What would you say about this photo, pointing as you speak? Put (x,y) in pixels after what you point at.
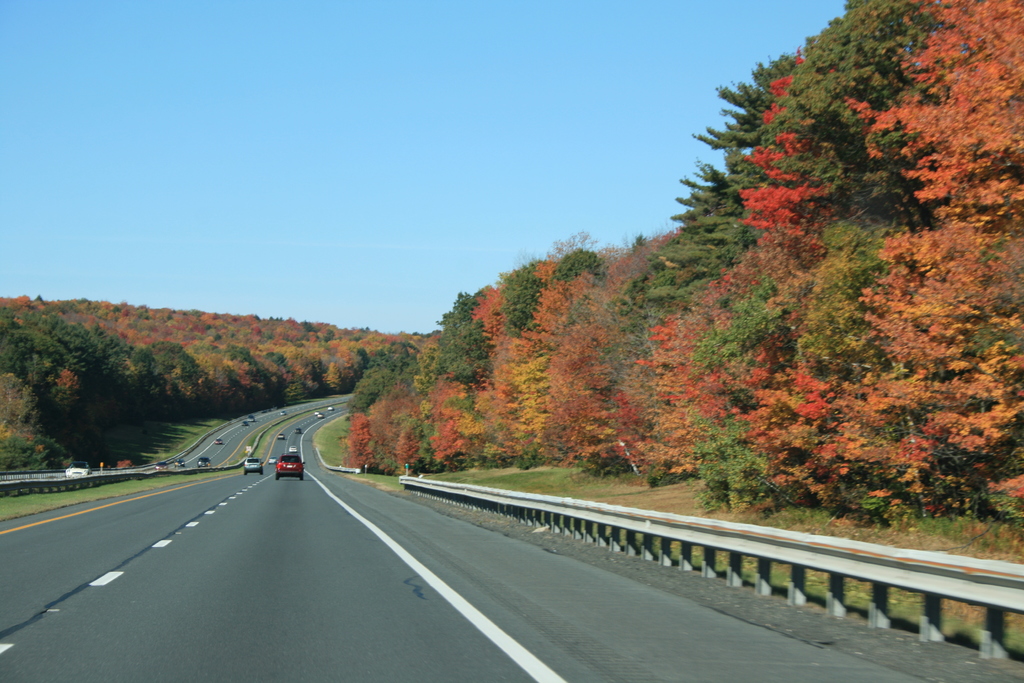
It is a highway (178,553) and many vehicles (206,460) are moving on the road (241,547) and on the either side of the road (339,504) there are beautiful trees (397,352).
